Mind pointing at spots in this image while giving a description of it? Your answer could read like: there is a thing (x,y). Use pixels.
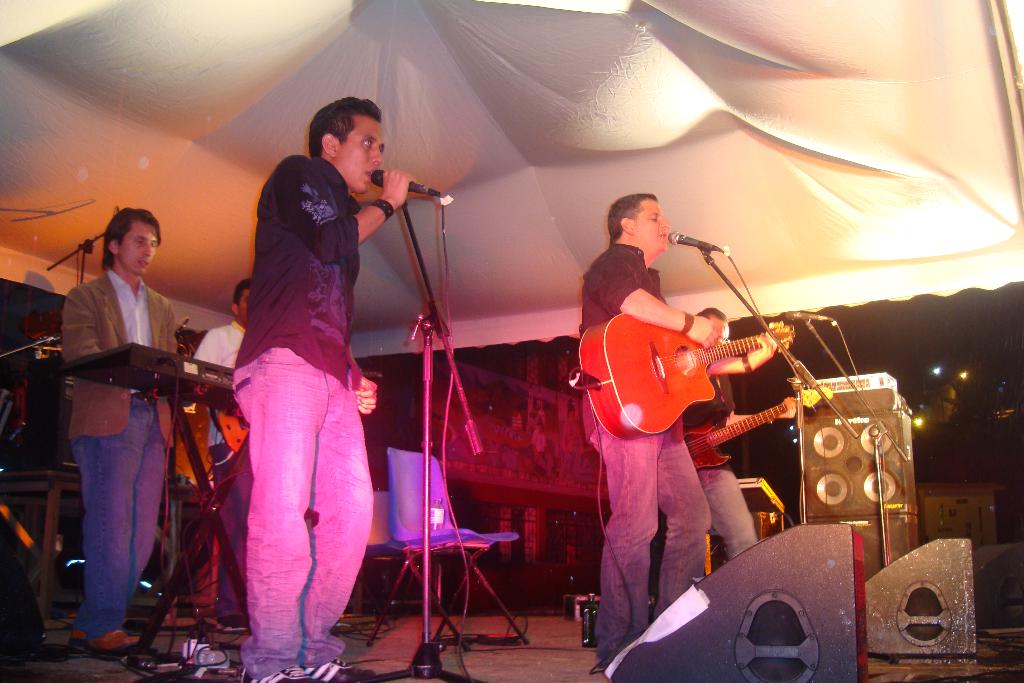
In this picture we can see some people (285,372) standing in front of mike (426,196) and playing guitars (717,447). He is singing on the mike (413,187). This is the floor (541,640) and there is a chair (440,496). These are some musical instruments (800,658). And this is the tent (569,63).
